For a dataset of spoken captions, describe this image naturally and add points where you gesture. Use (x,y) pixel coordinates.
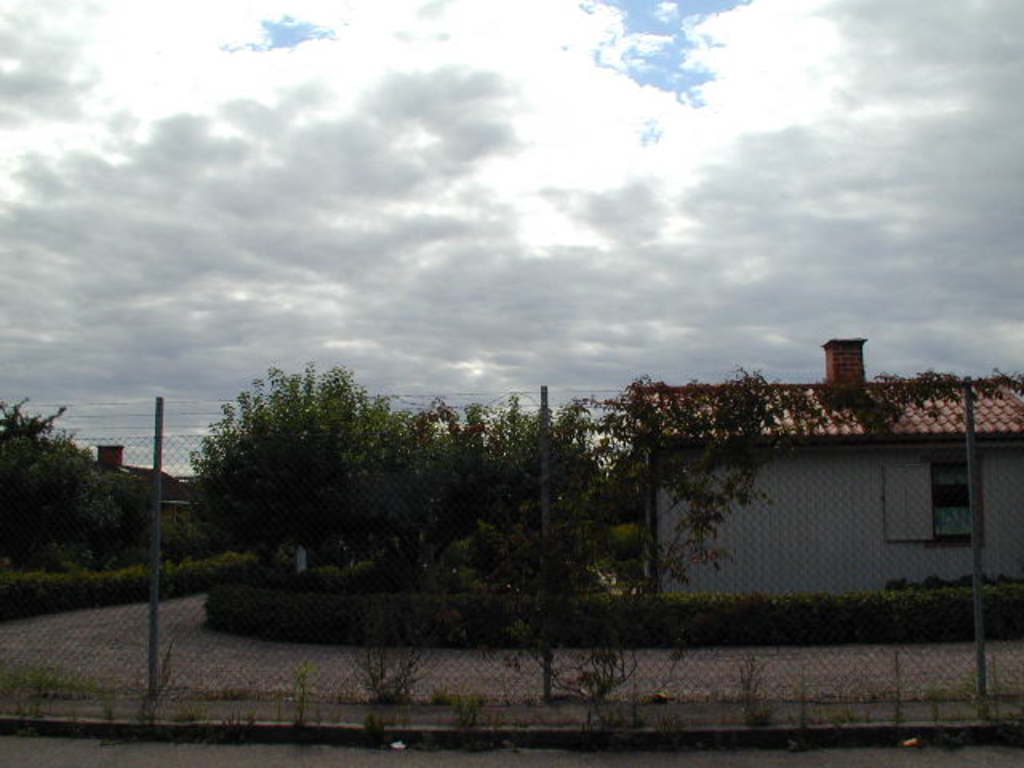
In the foreground of the picture (370,662) there are plants (20,676) and fencing (265,565). In the center of the picture (458,483) there are trees (523,435), road (471,653) and houses (802,426). At the top (454,228) it is sky (524,215), sky (524,215) is cloudy.
